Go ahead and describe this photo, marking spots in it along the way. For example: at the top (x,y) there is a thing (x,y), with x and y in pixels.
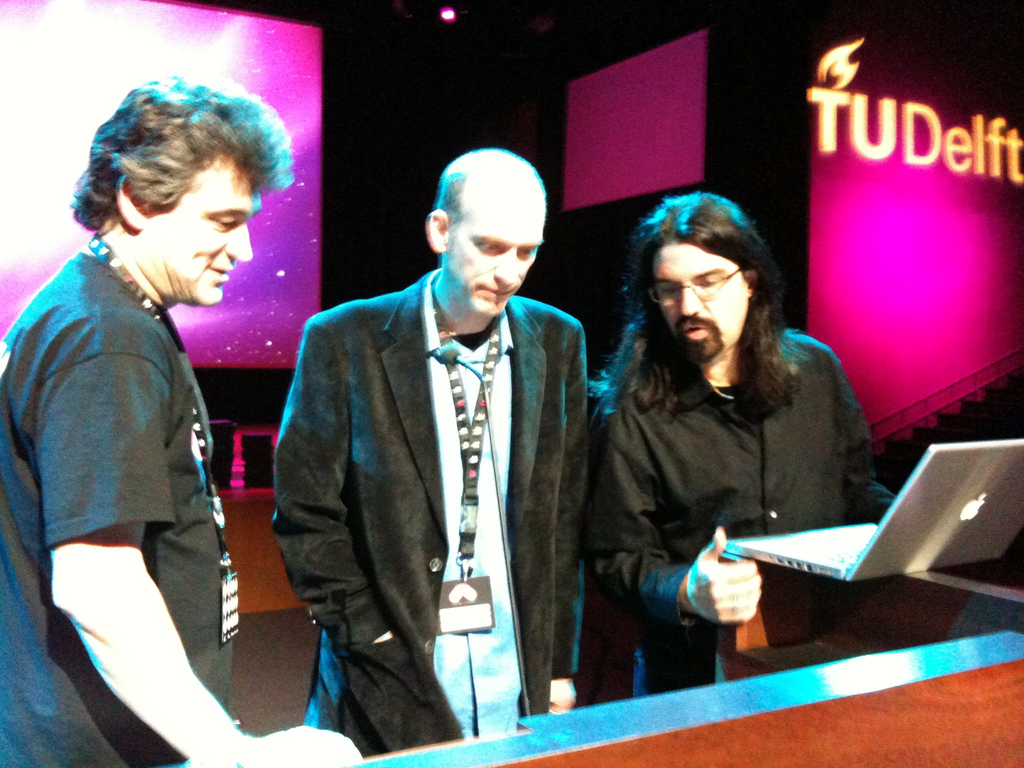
In this picture there are three persons (354,432) standing and there is a person (668,396) standing and holding the laptop (817,548). At the back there is a text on the wall (921,126). At the top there is a light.
